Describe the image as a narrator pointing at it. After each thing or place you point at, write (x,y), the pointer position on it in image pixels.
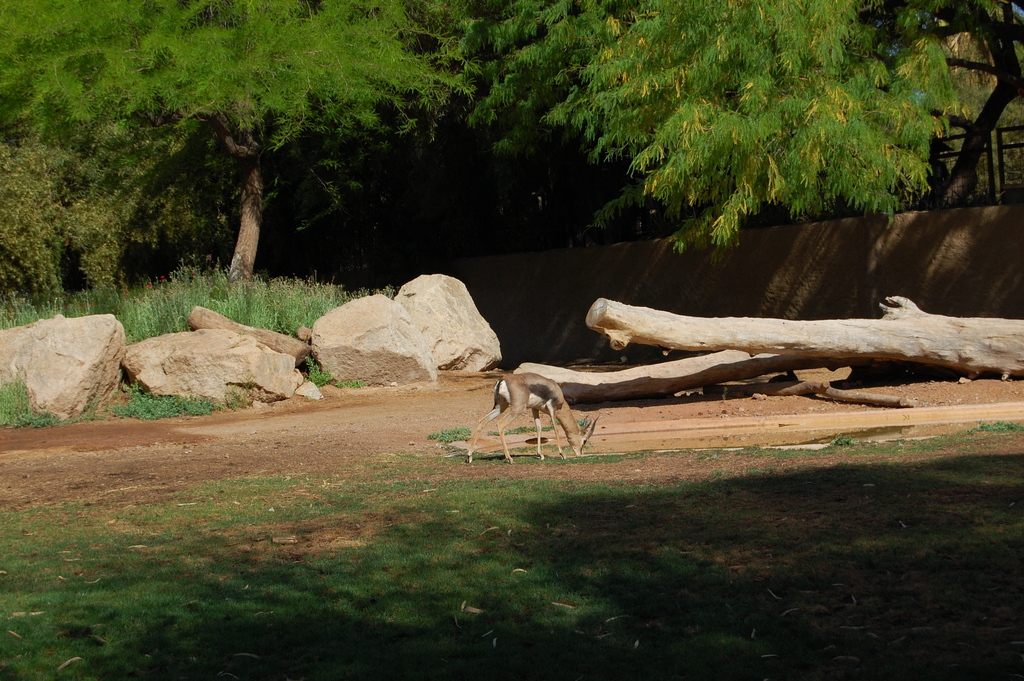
In the center of the image (583,437), there is a deer (538,425) and on the right (775,361), we can see some wood (833,340). On the left (155,349), there are rocks (251,338). In the background (495,67), there are trees (626,130). At the bottom (490,582), there is ground (511,582).
